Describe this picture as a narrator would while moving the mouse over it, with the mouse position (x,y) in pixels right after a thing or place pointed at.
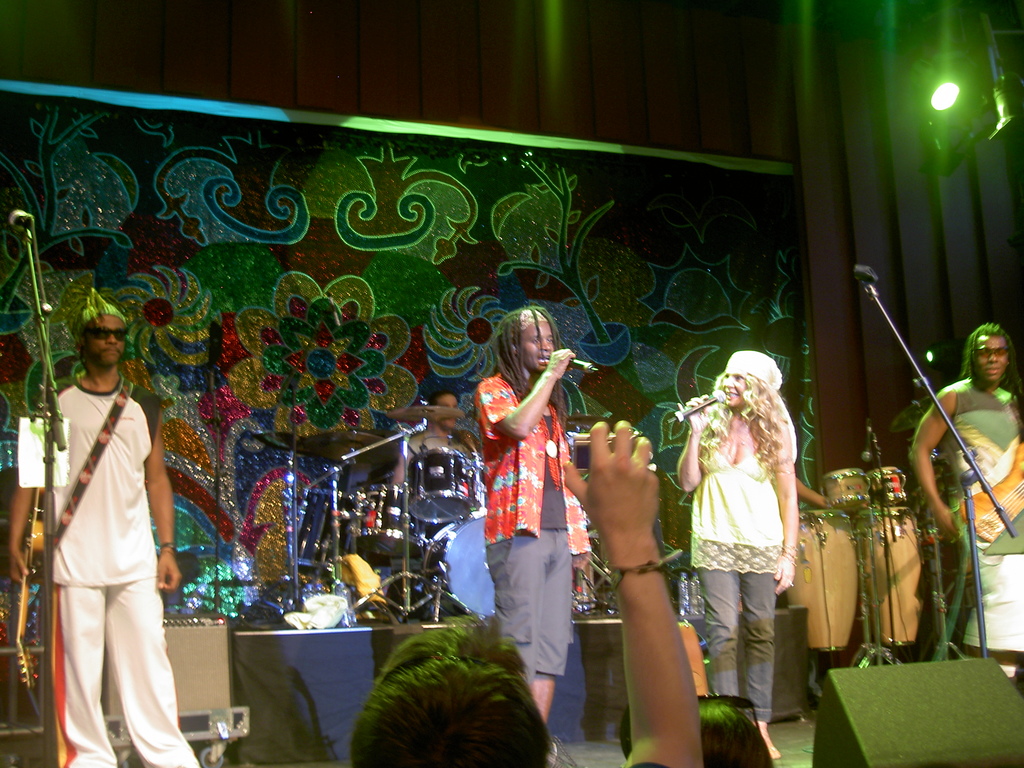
As we can see in the image there is a light (934,106). Few people (751,490) standing on stage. The two people (570,500) who are standing in the middle (512,462) are singing a song on mics (575,366) and behind them there are musical drums (303,506).
